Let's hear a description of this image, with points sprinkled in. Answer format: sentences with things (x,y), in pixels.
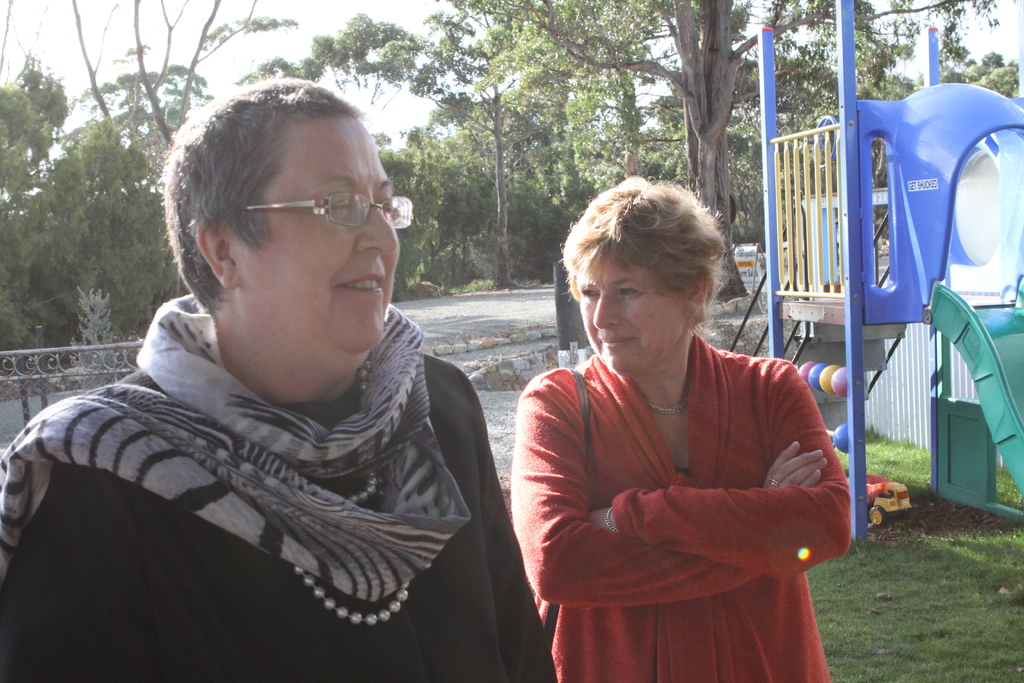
In this image there are two people (515,448), a slide (853,448), toys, a board (745,260) with some text (740,268), a fence (80,363), road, grass (934,657), few trees (616,21) and the sky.
